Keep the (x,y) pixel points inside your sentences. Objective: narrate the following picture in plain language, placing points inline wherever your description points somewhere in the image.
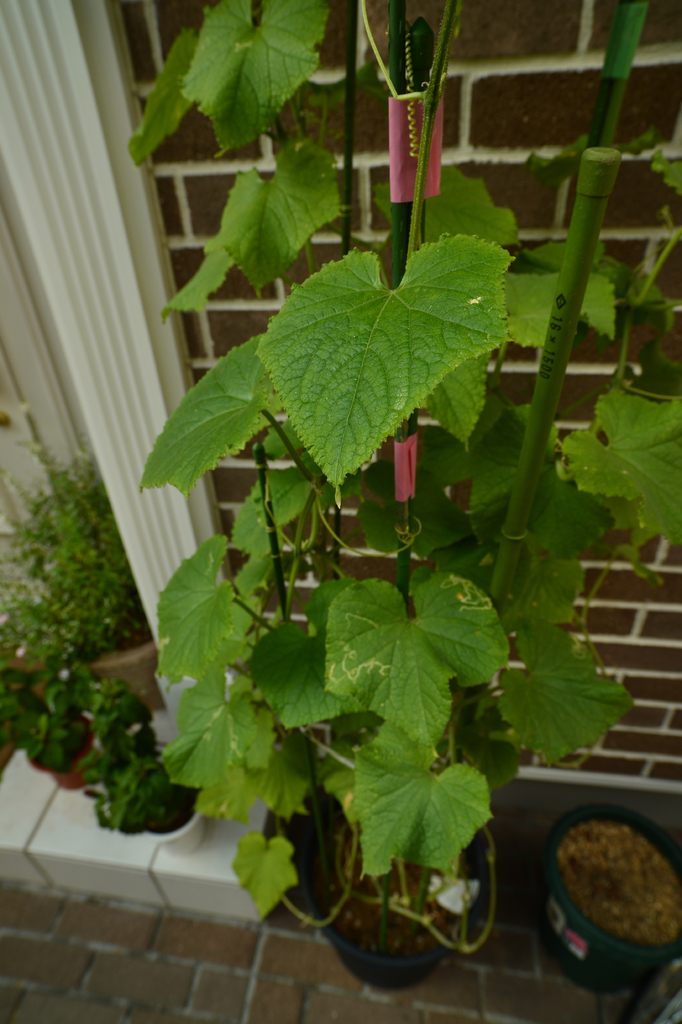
In this image in the foreground (555,422) there is a plant (444,594), and at the bottom (665,868) there are some flower pots (409,963), plants (95,625) and sand (665,868) and a walkway (328,963) and in the background (604,367) there is wall (598,377).
